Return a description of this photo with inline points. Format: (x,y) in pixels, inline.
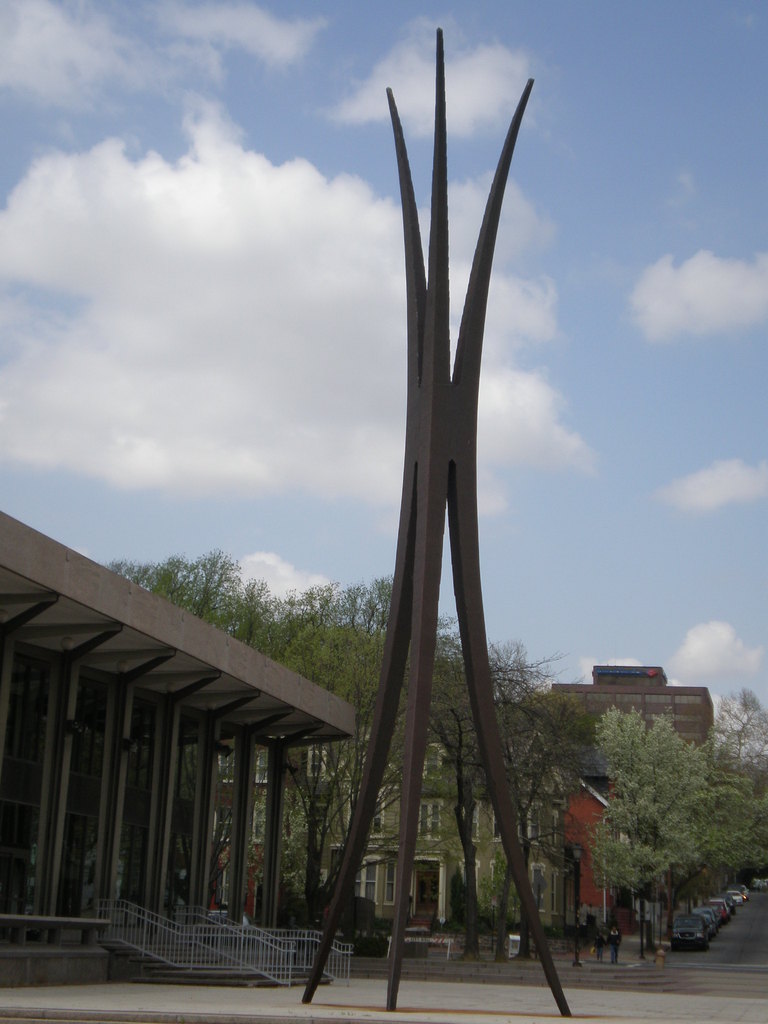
Here I can see three poles (418,610) on the road (445,1010). In the background (603,746) there are some buildings (80,858), trees (621,810) and few cars (707,919) on the road (735,966). On the top of the image (598,145) I can see the sky (593,177) and clouds (222,332).
